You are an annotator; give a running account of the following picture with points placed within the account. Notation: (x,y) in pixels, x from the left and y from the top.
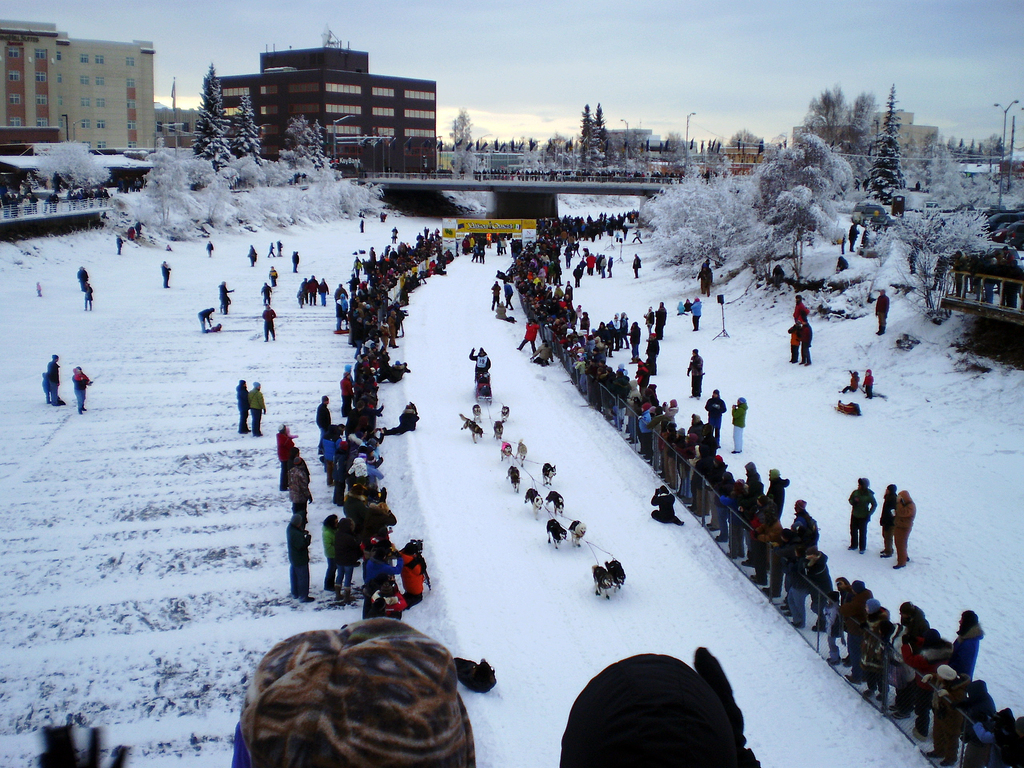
Land (781,668) is covered with snow (632,247). Beside this person (478,363) and dogs (530,492) there are people (424,260) standing. Background (874,170) there are trees (820,148), buildings (628,148), light poles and bridge (638,177). Sky (616,106) is cloudy.
